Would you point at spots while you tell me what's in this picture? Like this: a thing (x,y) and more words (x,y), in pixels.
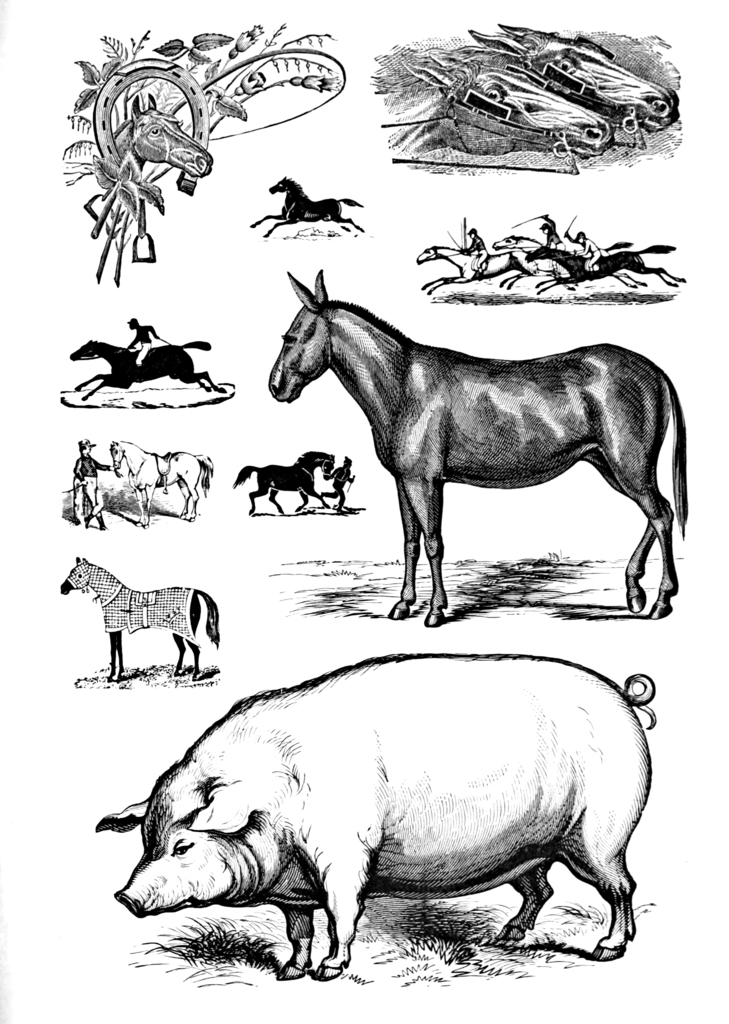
In the foreground of this poster, we can see the sketch (329,825) of few animals (388,426).
